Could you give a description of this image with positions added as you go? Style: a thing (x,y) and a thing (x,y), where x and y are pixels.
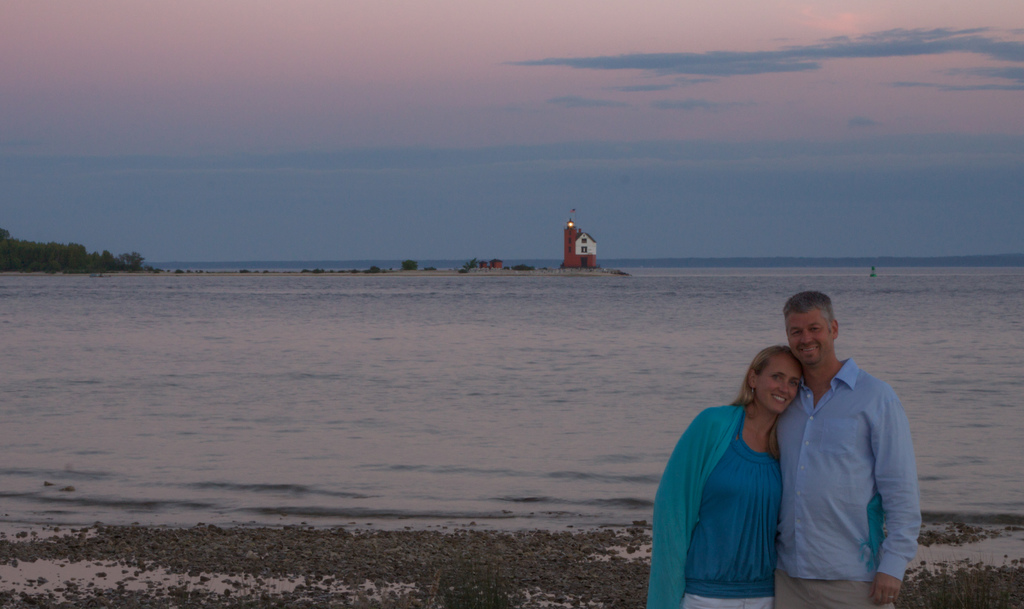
At the bottom of the image (774,588) two persons (717,606) are standing and smiling. Behind them there is water (512,279). In the middle of the image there is a building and there are some trees (1,244). At the top of the image (997,7) there are some clouds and sky (205,164).
